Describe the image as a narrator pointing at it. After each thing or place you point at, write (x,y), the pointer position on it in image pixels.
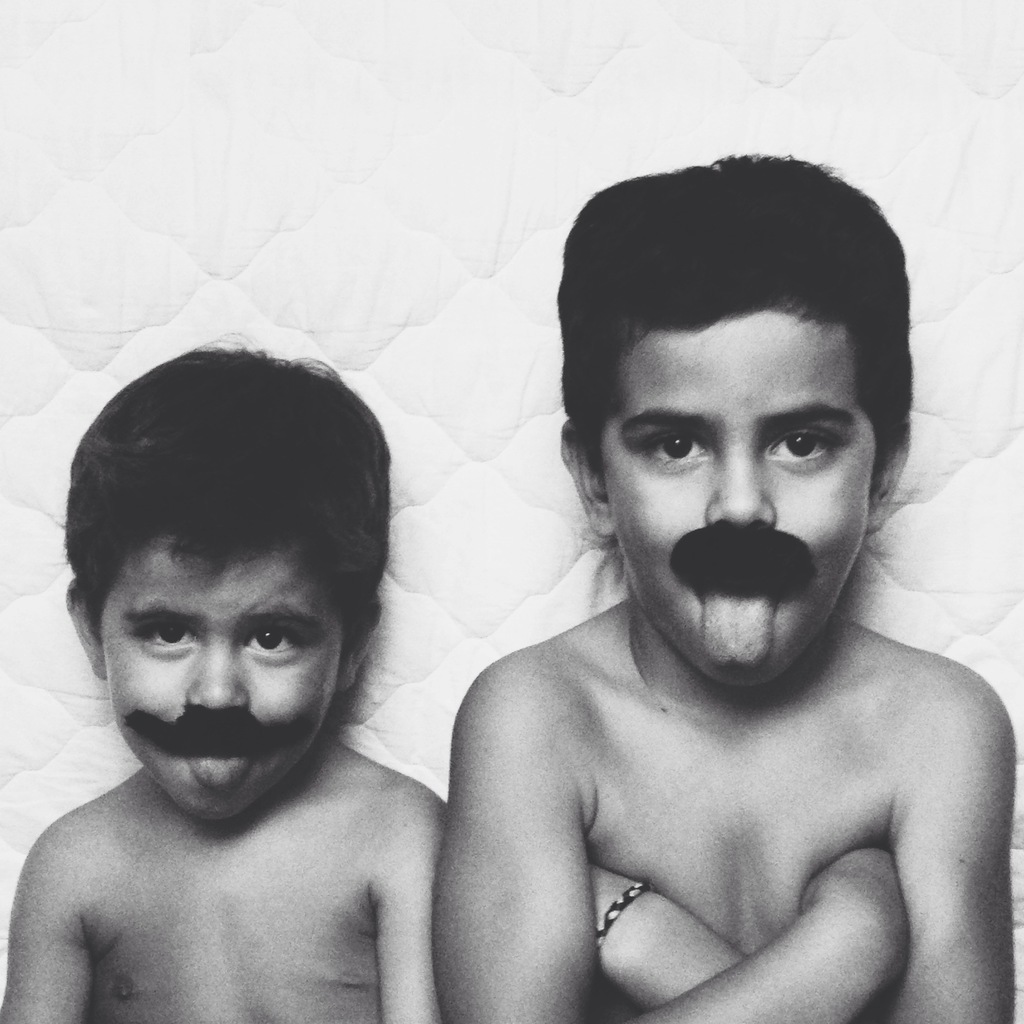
In this picture there are two small boys (381,469) in the center of the image (672,563).
